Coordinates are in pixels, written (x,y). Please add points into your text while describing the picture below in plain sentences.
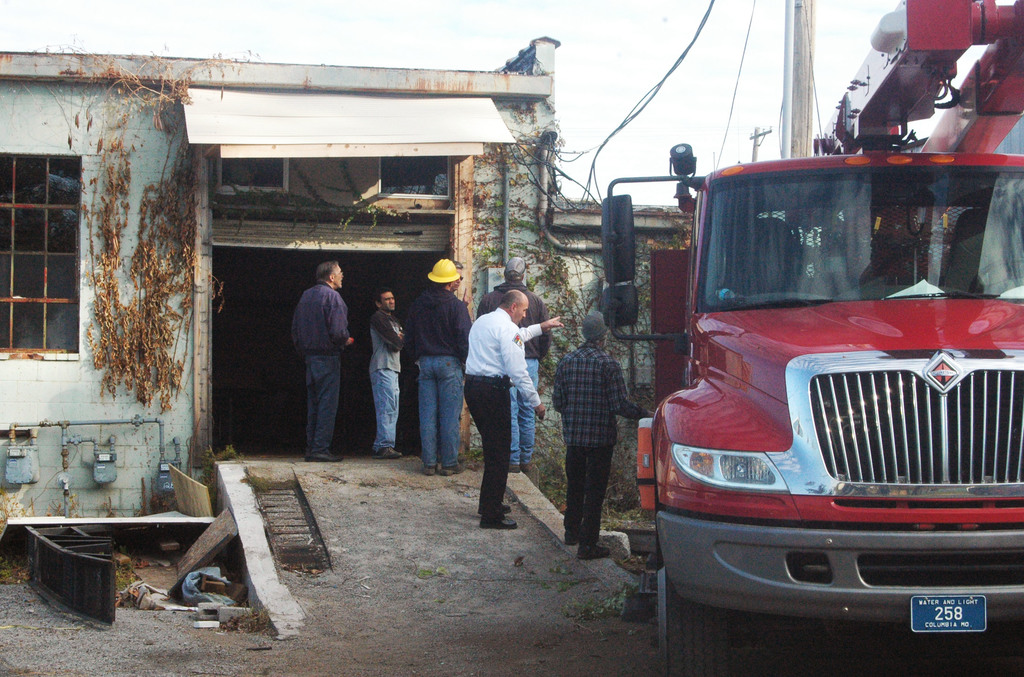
In this picture there is a man (518,322) who is wearing white shirt (485,360), black trouser (485,407) and shoe (502,523). Here we can see another man (459,320) who is wearing yellow helmet (451,273), standing near to the shelter (473,275). Here we can see another man (599,414) who is standing near to the red color truck (687,400). On the top right corner (859,113) there is crane (927,7). Here we can see electric poles (791,55) and some wires (750,41) are connected to it. On the left (41,347) there is a window (2,326). On the bottom left corner (116,592) we can see scrap (208,553). On the top (418,27) we can see sky (420,26) and clouds (420,26).
